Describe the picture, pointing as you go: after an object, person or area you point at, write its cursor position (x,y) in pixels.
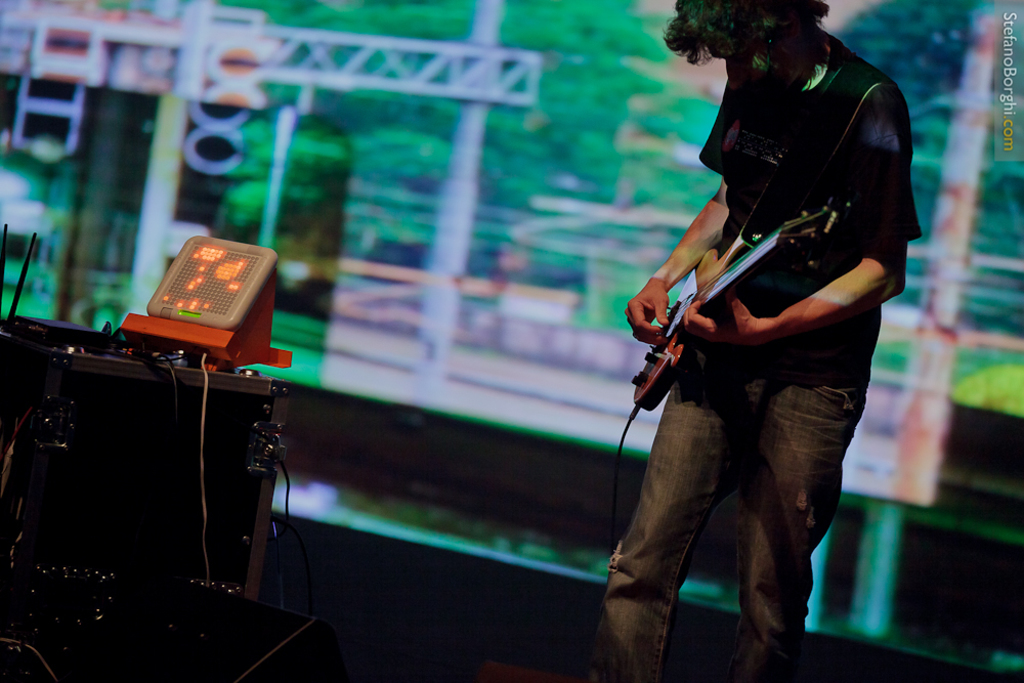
In this image i can see a man (795,309) is playing a guitar (726,289) and i can also see a machine (157,441).
